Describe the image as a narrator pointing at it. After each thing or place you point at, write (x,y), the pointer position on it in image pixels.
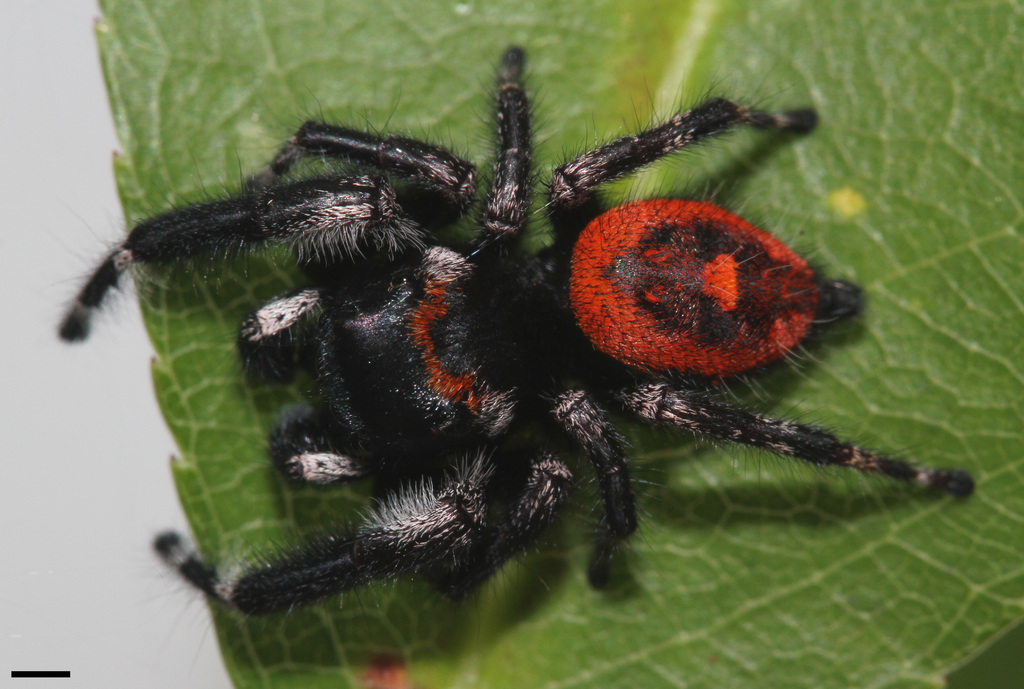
In this picture I can see a spider (441,290) in front (376,198) which is of black and red in color and it is on a leaf (329,108).
